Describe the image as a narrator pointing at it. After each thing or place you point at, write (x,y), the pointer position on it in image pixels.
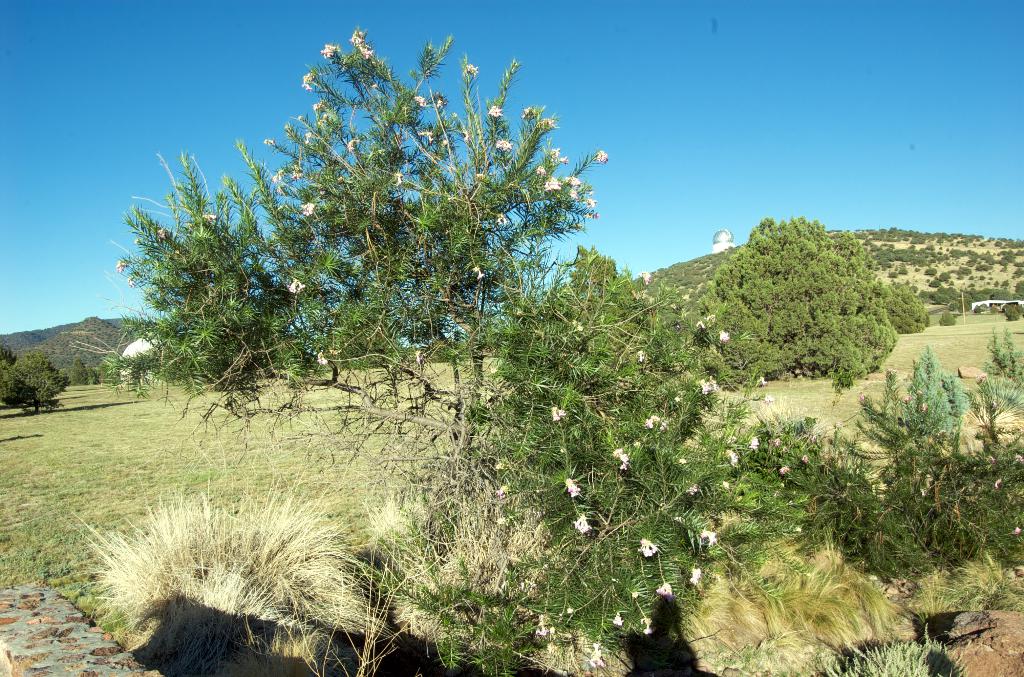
In this image we can see trees (546,318), plants (993,481) and grassy land (63,448). In the background (931,239), we can see greenery (923,264) on the mountain (990,244). At the top of the image (676,56), we can see the sky (669,50).
